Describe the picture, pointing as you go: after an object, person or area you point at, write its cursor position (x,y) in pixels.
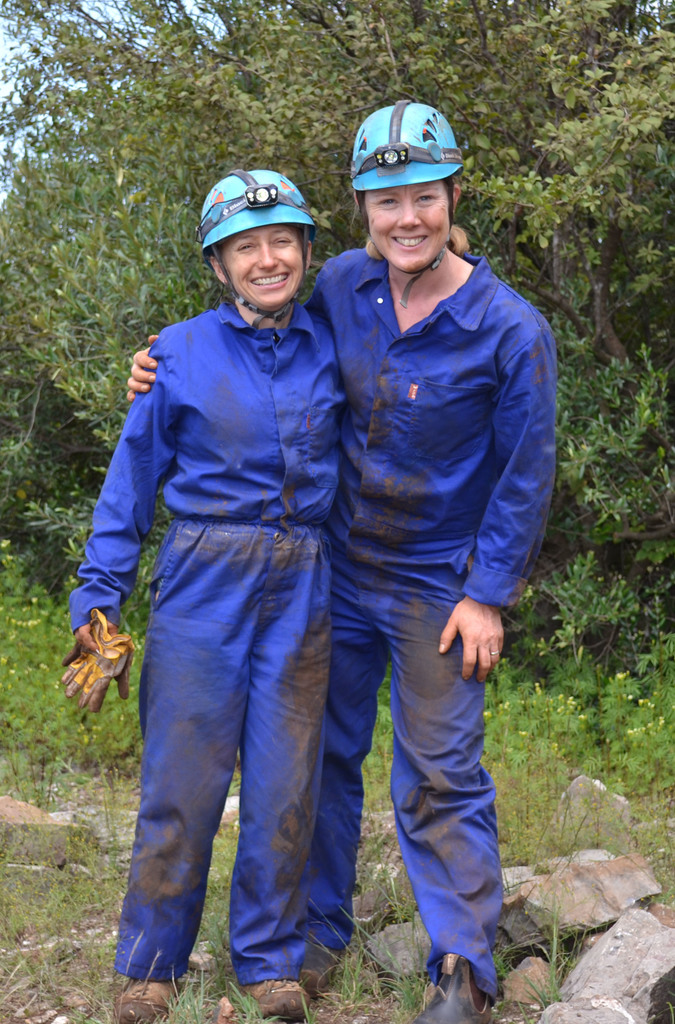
Front these two people (405,375) are smiling. Background (607,81) there are trees (174,75) and plants (567,704).
